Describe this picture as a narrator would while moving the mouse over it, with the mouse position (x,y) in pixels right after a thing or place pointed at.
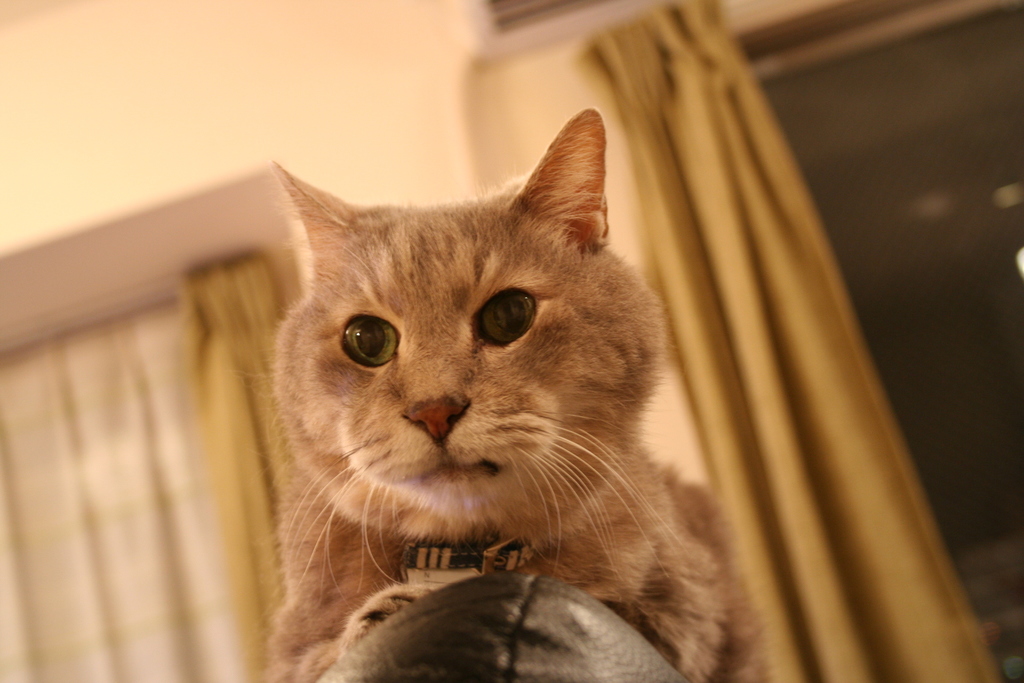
This picture is clicked inside the room (532,658). In the foreground (372,586) we can see the cat (594,463) and a black color object (576,643). In the background (45,471) we can see the wall (321,129), curtains (257,390), window (186,465) and some other items (545,0).
